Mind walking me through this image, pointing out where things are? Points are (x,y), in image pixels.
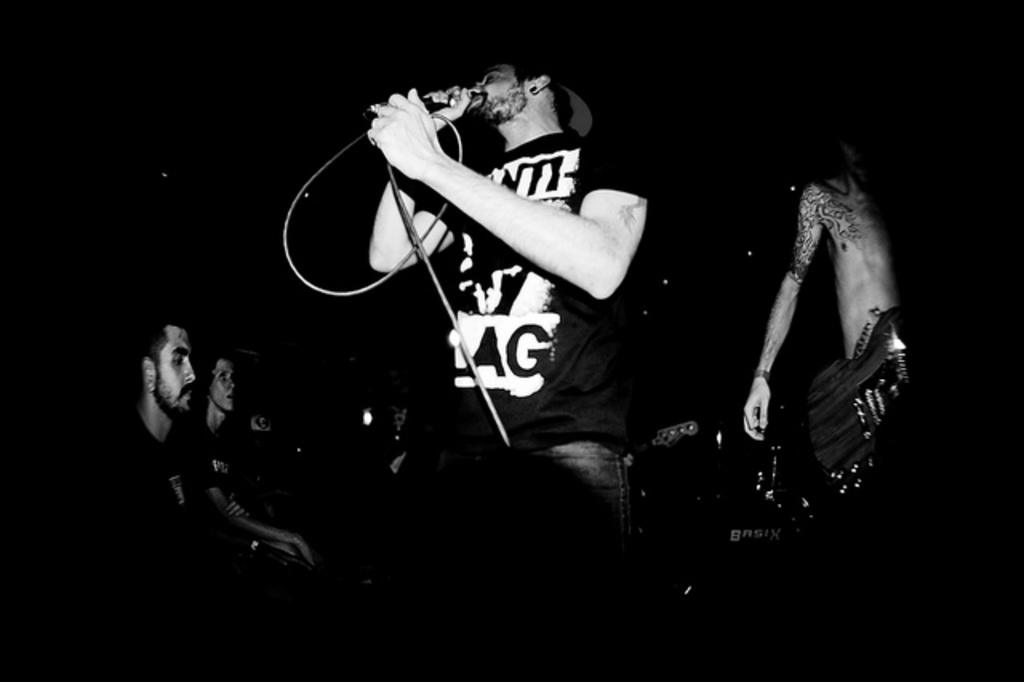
This picture shows a man (549,150) standing and singing with the help of a microphone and we see few people (144,439) seated and a man (809,201) standing on his side.
